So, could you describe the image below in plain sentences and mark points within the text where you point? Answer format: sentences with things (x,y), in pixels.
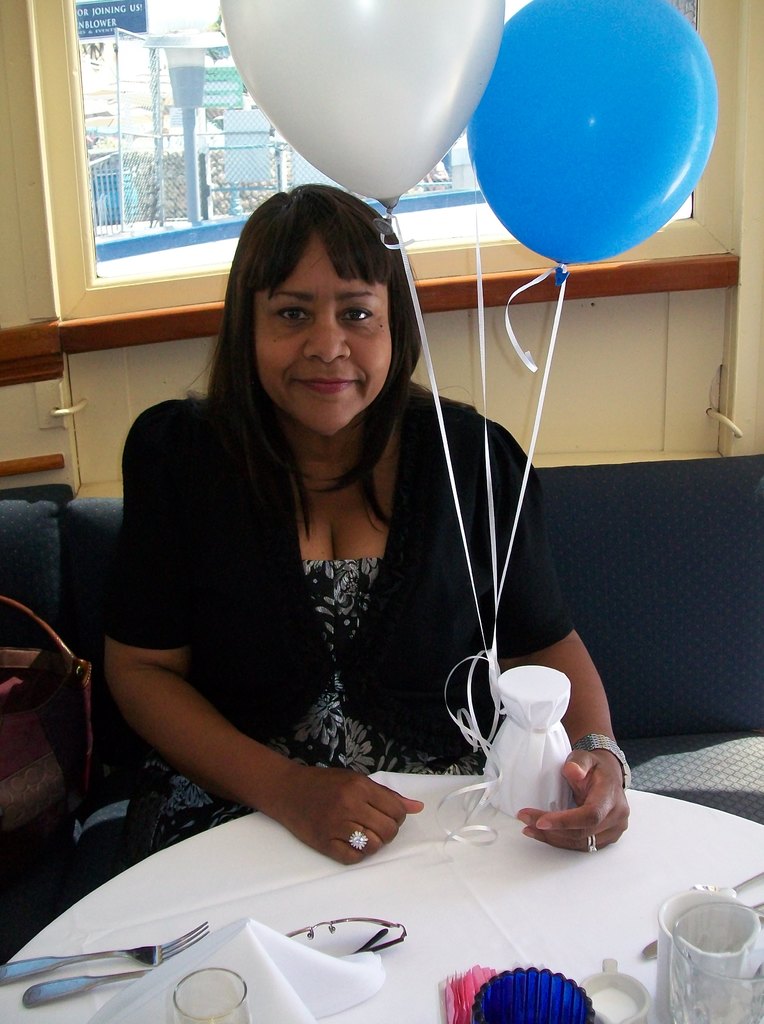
In this picture there is a woman (610,802) sitting in front of the table (660,865), on the table (298,889) there are some forks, glass (191,975) and tissues (149,1023). She is holding two balloons (698,56).
